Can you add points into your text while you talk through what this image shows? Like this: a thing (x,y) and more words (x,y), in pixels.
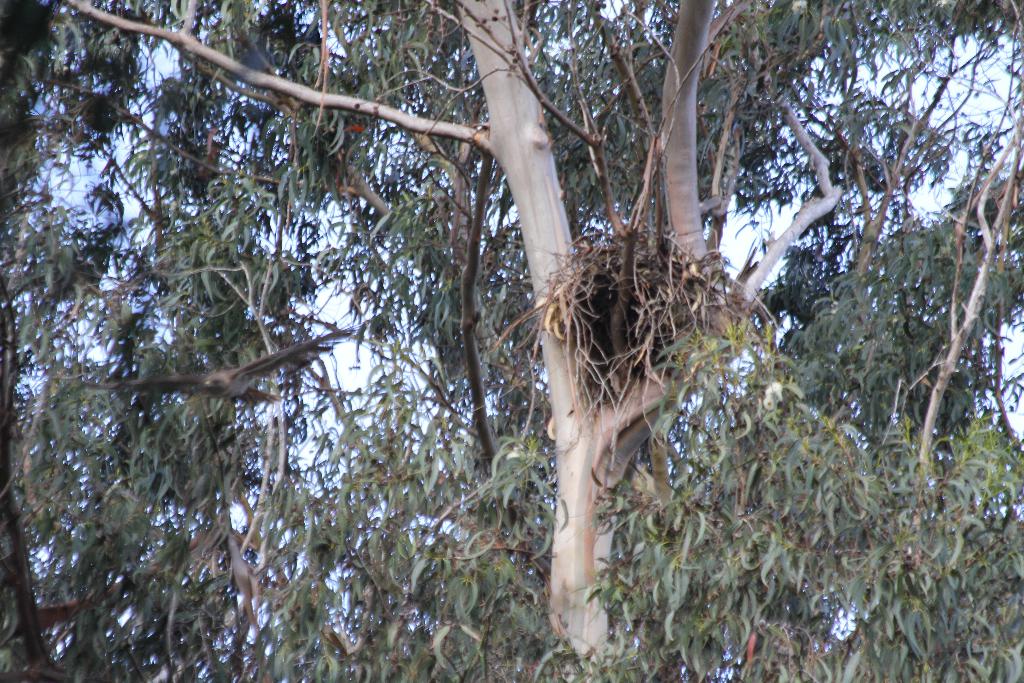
This image is taken outdoors. In the background (349,356) there is the sky (342,300). In the middle of the image (392,440) there is a tree (550,545) with green leaves (670,568), stems (562,526) and branches (900,386). There is a nest (630,300) on the tree (605,565). On the left side of the image (231,396) there is a bird (266,359) flying in the air (314,402).
